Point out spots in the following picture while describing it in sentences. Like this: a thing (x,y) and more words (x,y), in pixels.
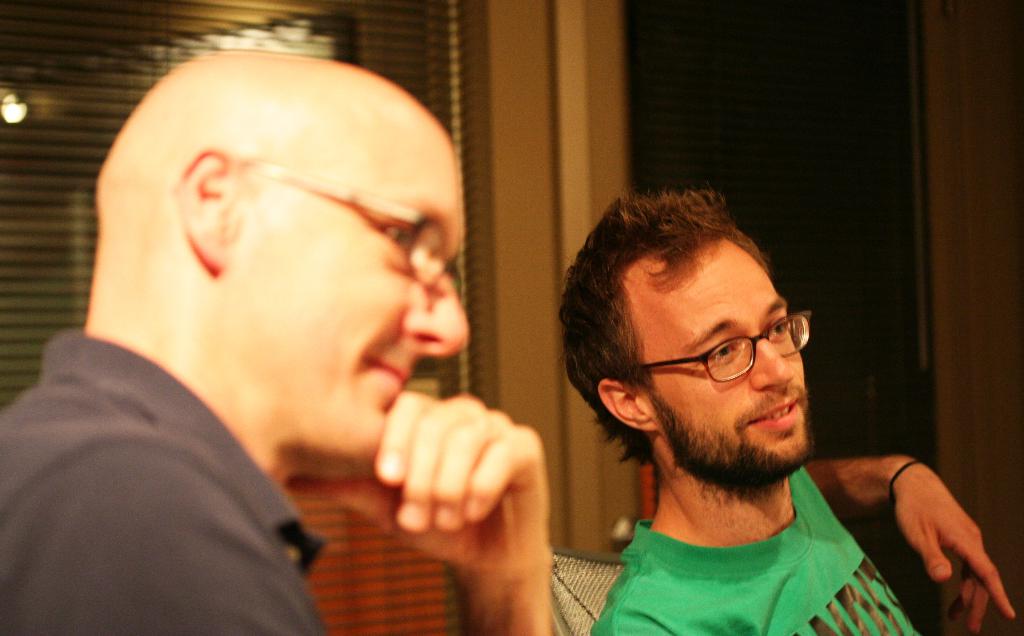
Left side (330,282) a man (365,279) is there, he wore spectacles (407,252), t-shirt (164,430). On the right side (728,487) this person (739,507) wore a green color t-shirt (795,574).
